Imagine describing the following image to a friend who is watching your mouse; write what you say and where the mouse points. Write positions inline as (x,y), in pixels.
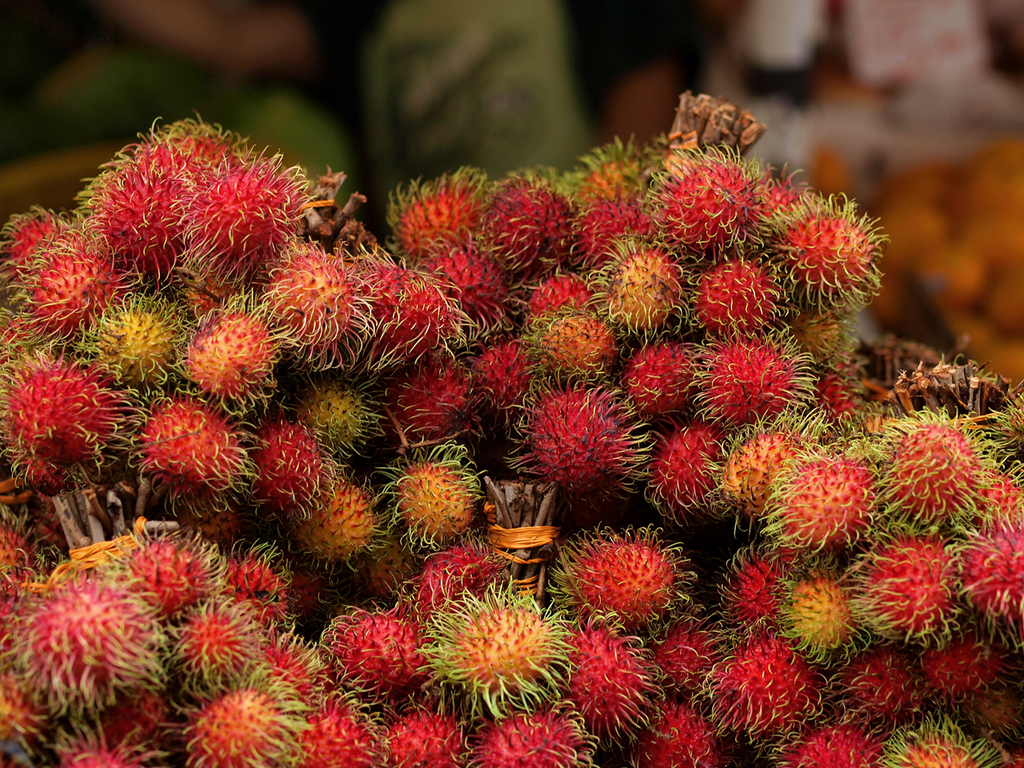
This image consists of a fruit (415,471). It is in red color. The background (540,93) is blurred.
